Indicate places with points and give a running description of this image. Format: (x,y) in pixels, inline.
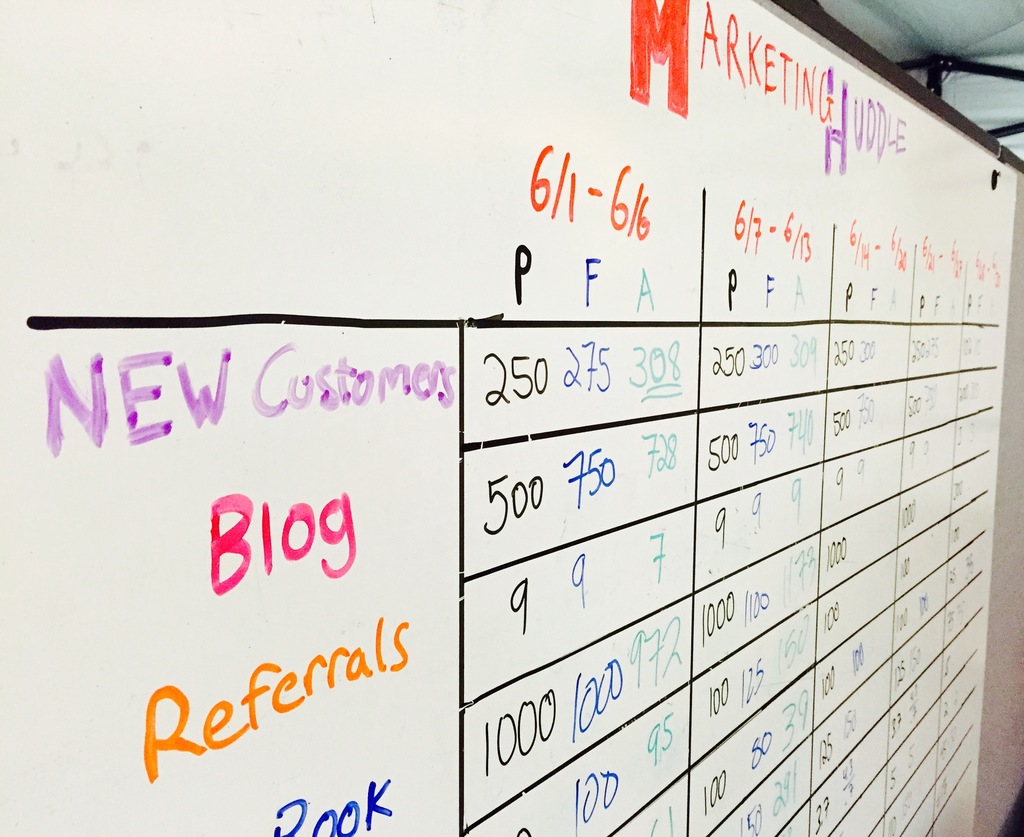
In this picture we can see a white board (446,122) and there is something written on the board (917,296). In the top right corner of the picture (1015,133) we can see the small black poles (999,77).
